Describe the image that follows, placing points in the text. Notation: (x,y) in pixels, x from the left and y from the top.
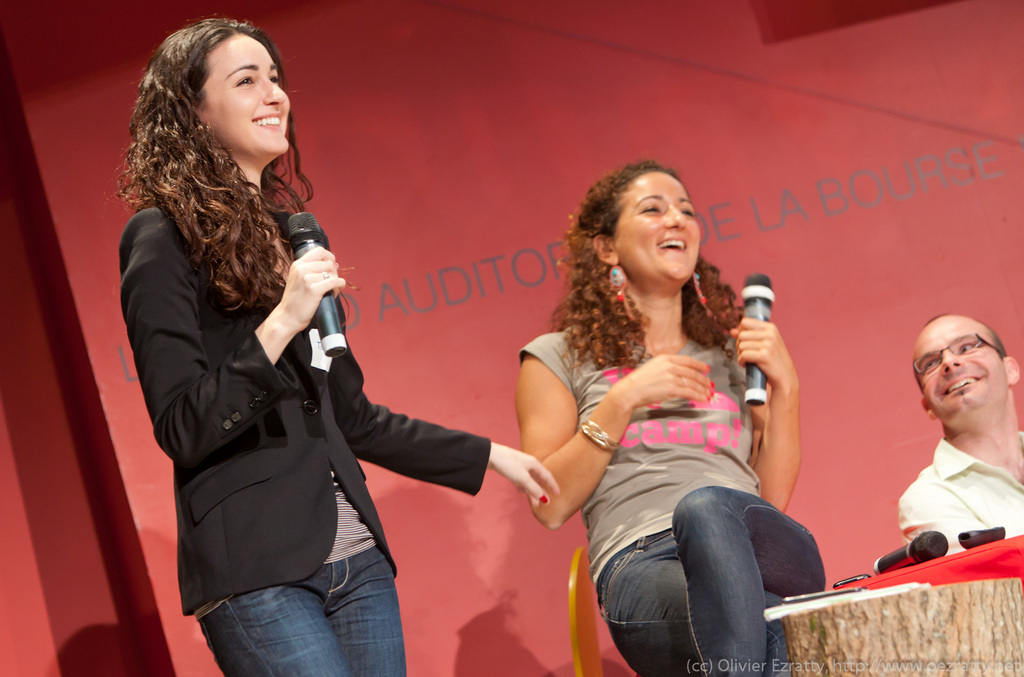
In this image there are three persons (248,224). In front (253,203) the woman (276,400) is standing and holding a mic (331,292) and she is smiling. At the back side there is a red color wall (497,97).
